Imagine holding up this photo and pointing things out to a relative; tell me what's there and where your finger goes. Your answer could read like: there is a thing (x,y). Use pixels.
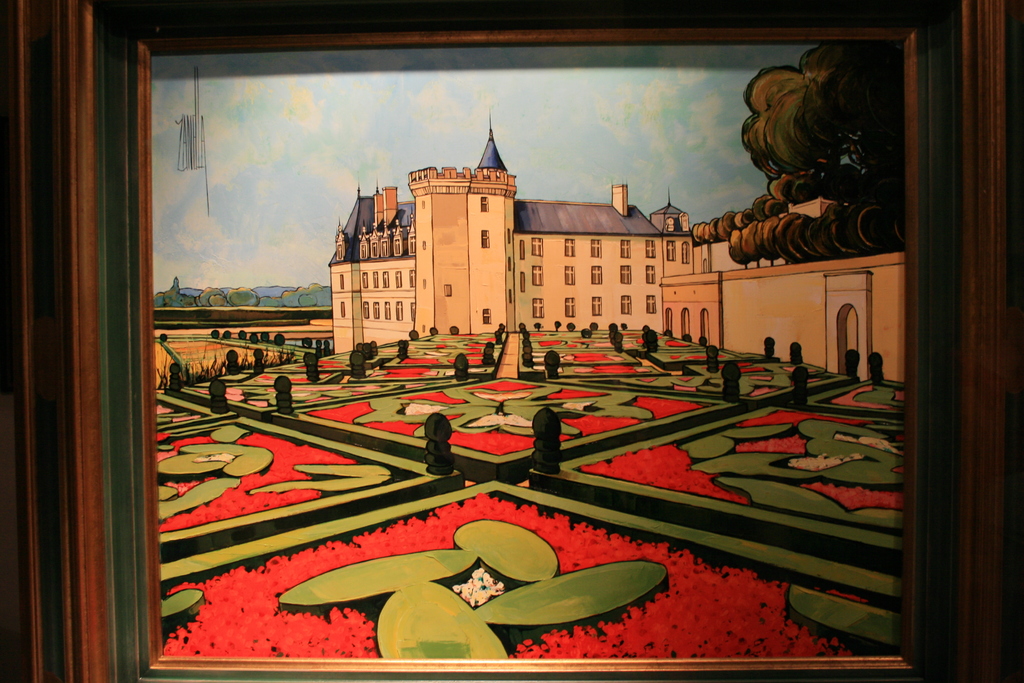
This image consists of a photo frame (919,438). In which we can see a painting (487,461) of plants (425,390) and flowers (476,511) along with a building (366,270). At the top (348,167), there is sky (289,183).
